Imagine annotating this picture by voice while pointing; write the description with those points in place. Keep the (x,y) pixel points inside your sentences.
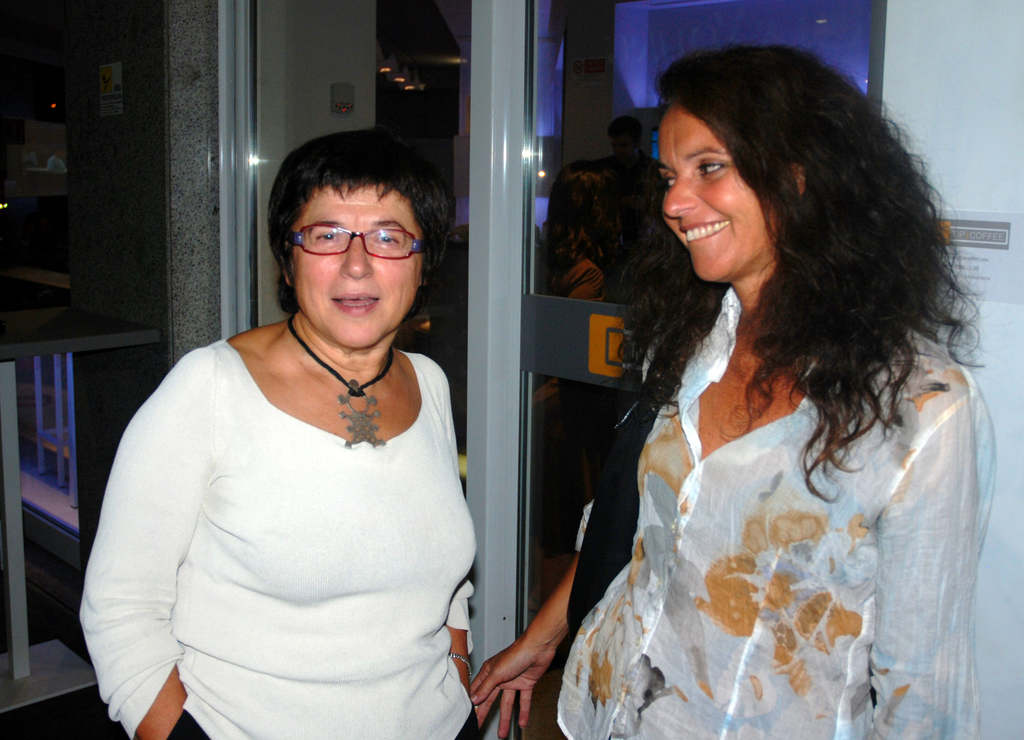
In this image I can see two people (662,602) with white and brown color dresses (698,645). I can see one person (310,325) with the specs (309,241). In the background (543,222) I can see the glass door (575,234) and the wall (1019,206). I can see few more people (583,215) through the glass (459,307).
